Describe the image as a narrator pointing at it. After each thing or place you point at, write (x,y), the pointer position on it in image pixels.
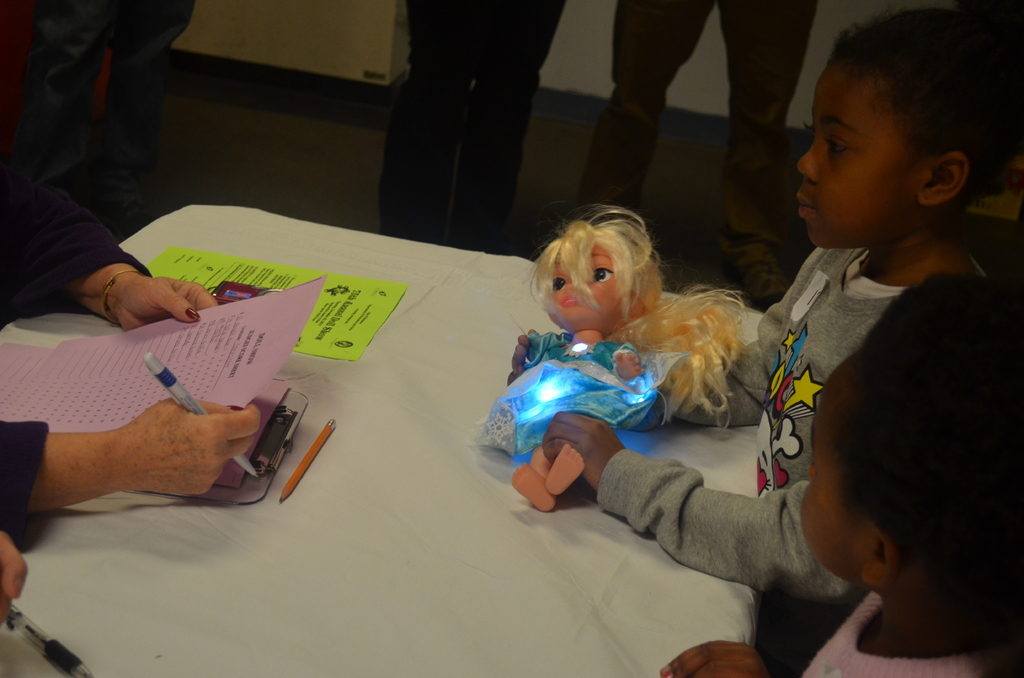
In this picture I can see a girl (966,86) holding a doll (574,359), there is a paper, pen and a wooden pad (304,393) on the table (420,322), there is a person (153,277) holding a paper (201,373) and a pen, and in the background (51,150) there are legs (767,7) of persons (634,186).
